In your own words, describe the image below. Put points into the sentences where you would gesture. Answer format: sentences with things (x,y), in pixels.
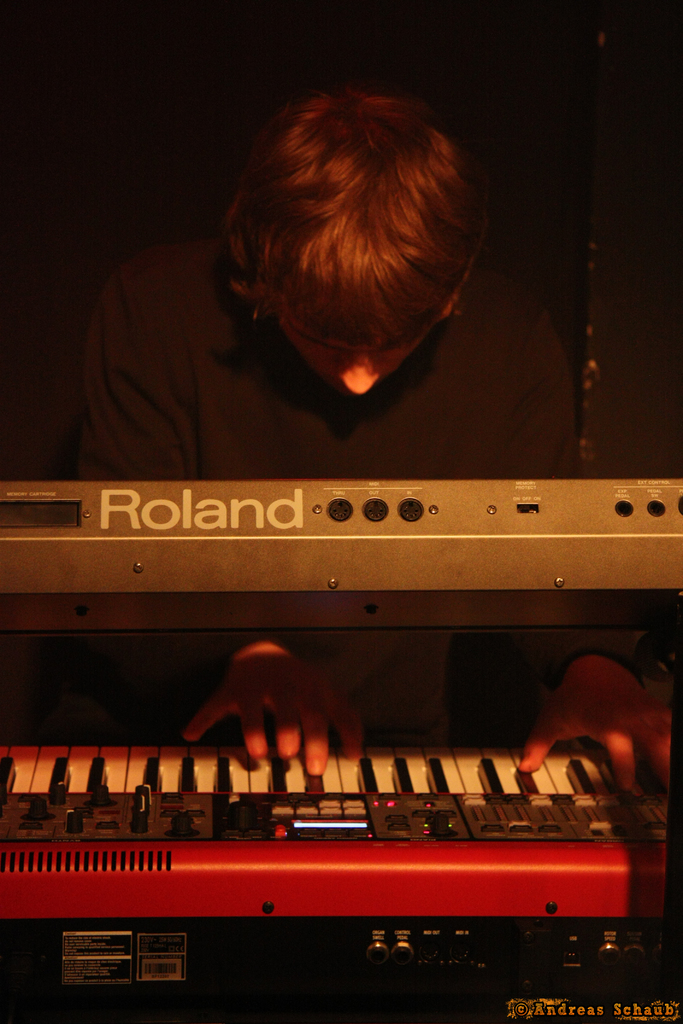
In this image I can see a person (291,367) wearing black color dress (291,367) is in front of a piano (372,792) which is white, black and red in color. I can see another musical instrument (230,525) above the piano (453,885) and the black background (32,161).
